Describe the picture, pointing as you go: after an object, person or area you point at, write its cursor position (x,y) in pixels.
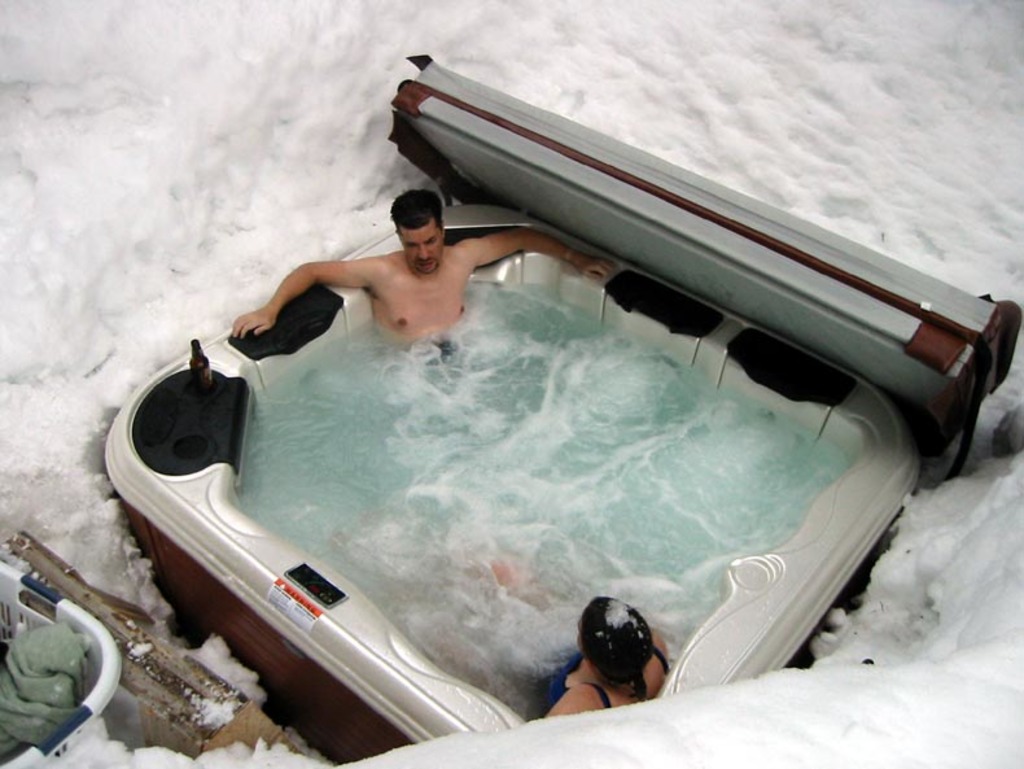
In this picture, we can see a few people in an object (673,399) filled with water (555,437), we can see some objects (10,687) in bottom left corner (48,692), we can see the ground (936,712) covered with snow (967,27).
